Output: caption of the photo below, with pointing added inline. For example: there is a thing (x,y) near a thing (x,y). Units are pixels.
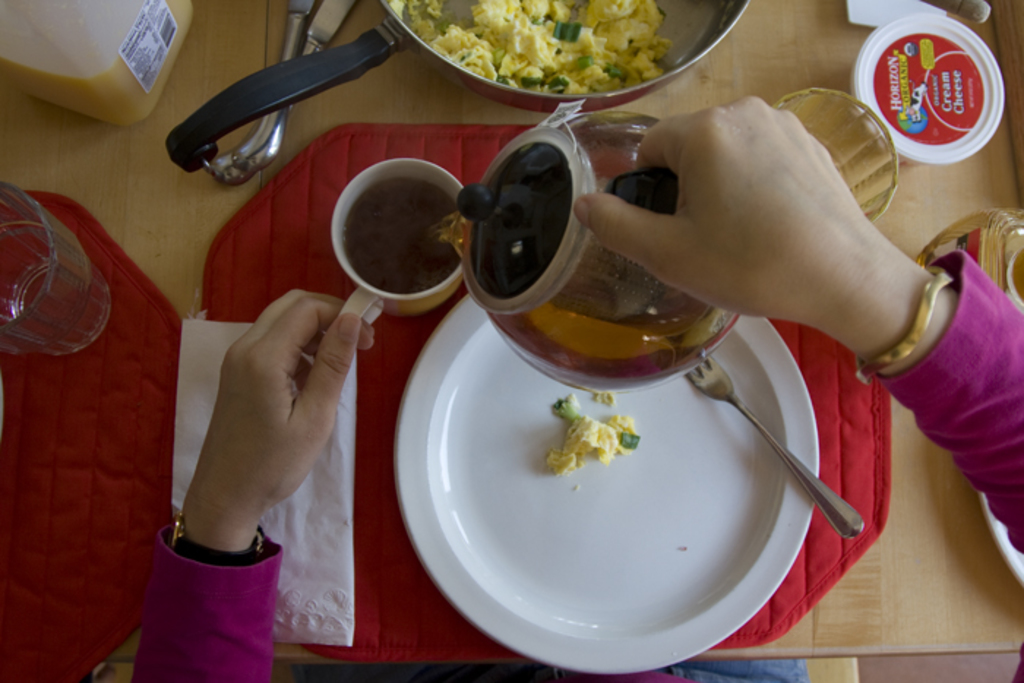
In the picture I can see a person (805,259) is holding a cup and a kettle (626,316) in hands (739,274). I can also see food item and a fork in a plate (628,466). I can also see glasses (91,269), food item (513,34) in a pan (524,34), red color clothes (431,333) and some other objects (929,155) on a wooden surface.
